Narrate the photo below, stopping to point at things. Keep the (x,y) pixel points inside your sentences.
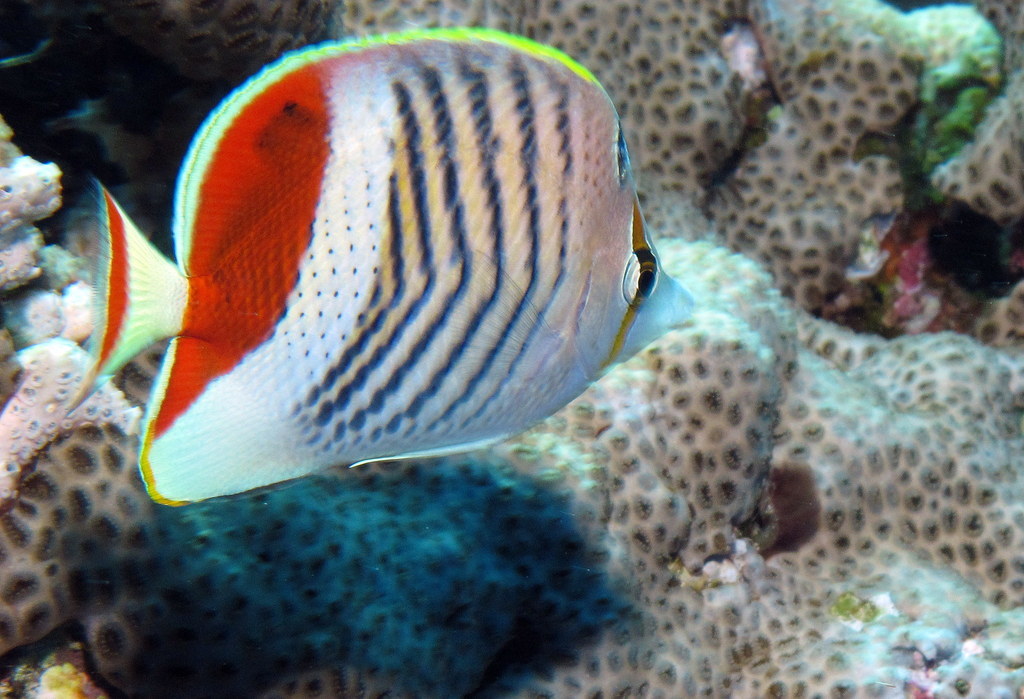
In this image we can see a fish (407,375), corals (36,392), and few other objects (950,305).
